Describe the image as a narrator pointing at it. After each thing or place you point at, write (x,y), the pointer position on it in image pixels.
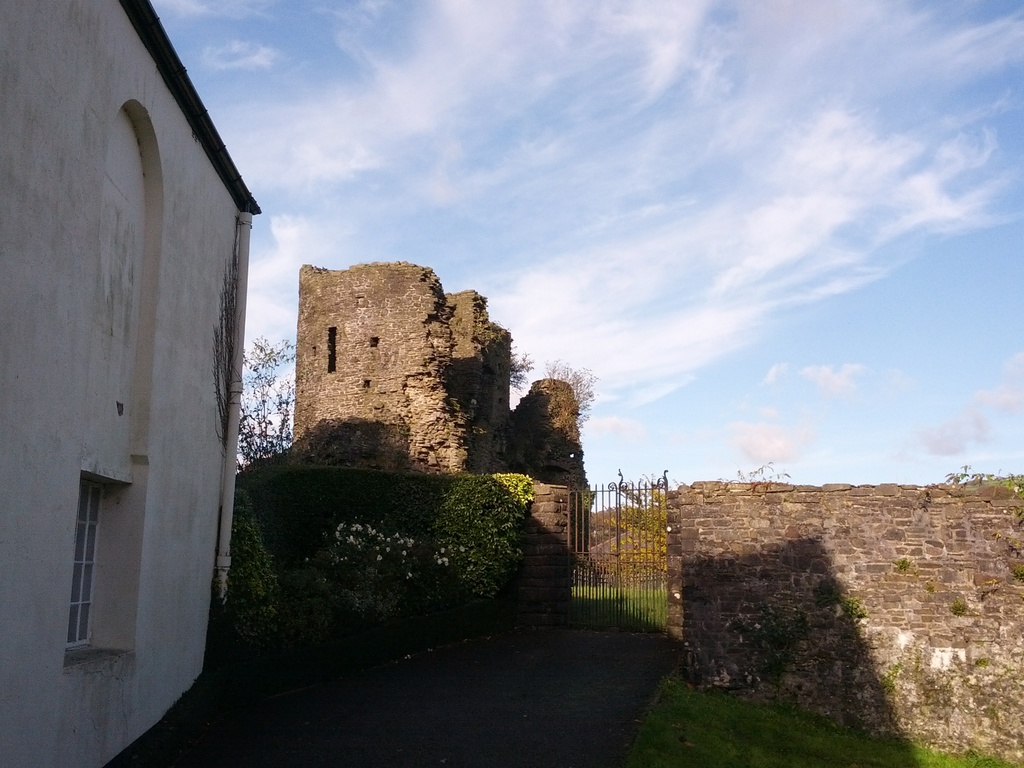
In this image we can see buildings (462,323), creeper plants (505,524), grills (609,522), trees (621,519) and sky (807,351) with clouds (703,281) in the background (703,281).
